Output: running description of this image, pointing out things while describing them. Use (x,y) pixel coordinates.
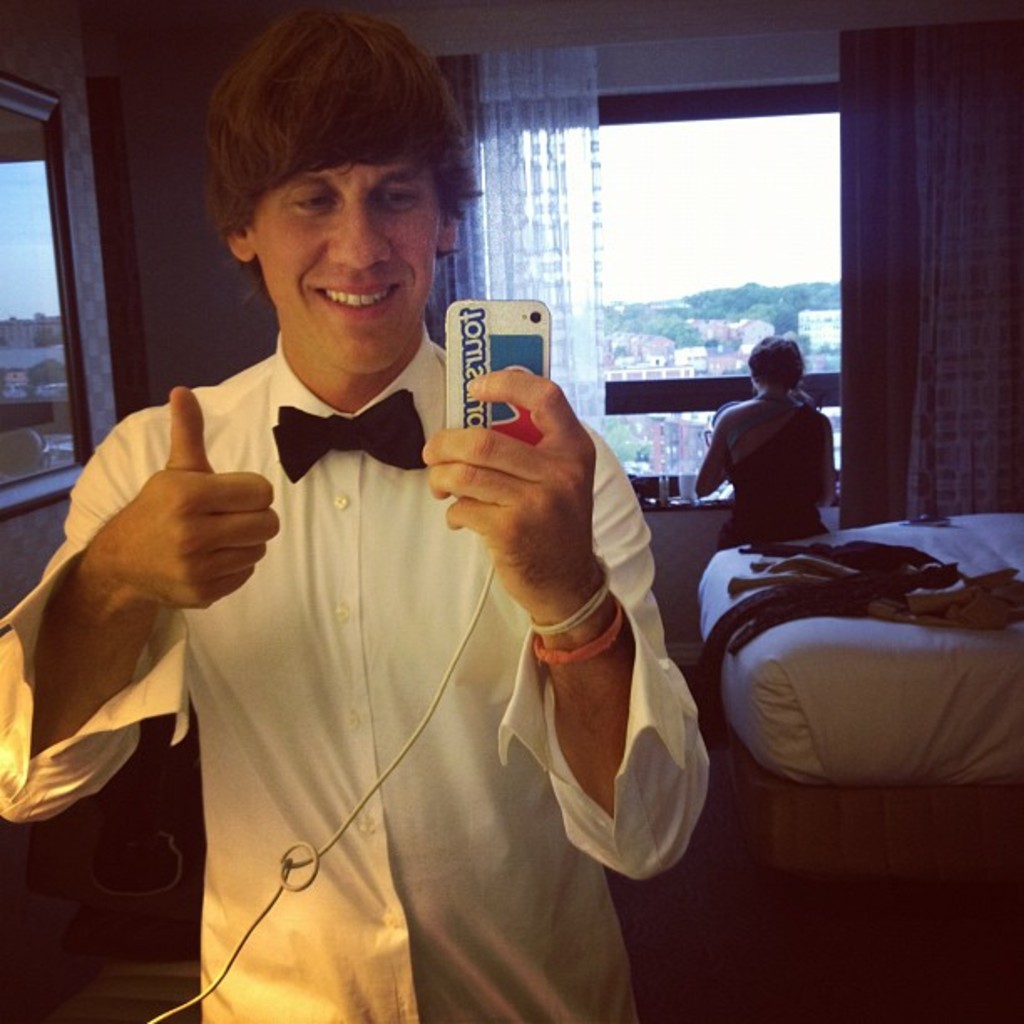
In the center of the image (377,667) we can see one person (362,727) is standing and he is smiling and he is holding a smartphone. And we can see one wire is attached to the phone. In the background (152,228) there is a wall (170,234), glass (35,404), curtains (1013,250), one bed (794,661), clothes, one person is sitting and a few other objects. Through the glass (719,276), we can see the sky (706,266), buildings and trees (724,316).
